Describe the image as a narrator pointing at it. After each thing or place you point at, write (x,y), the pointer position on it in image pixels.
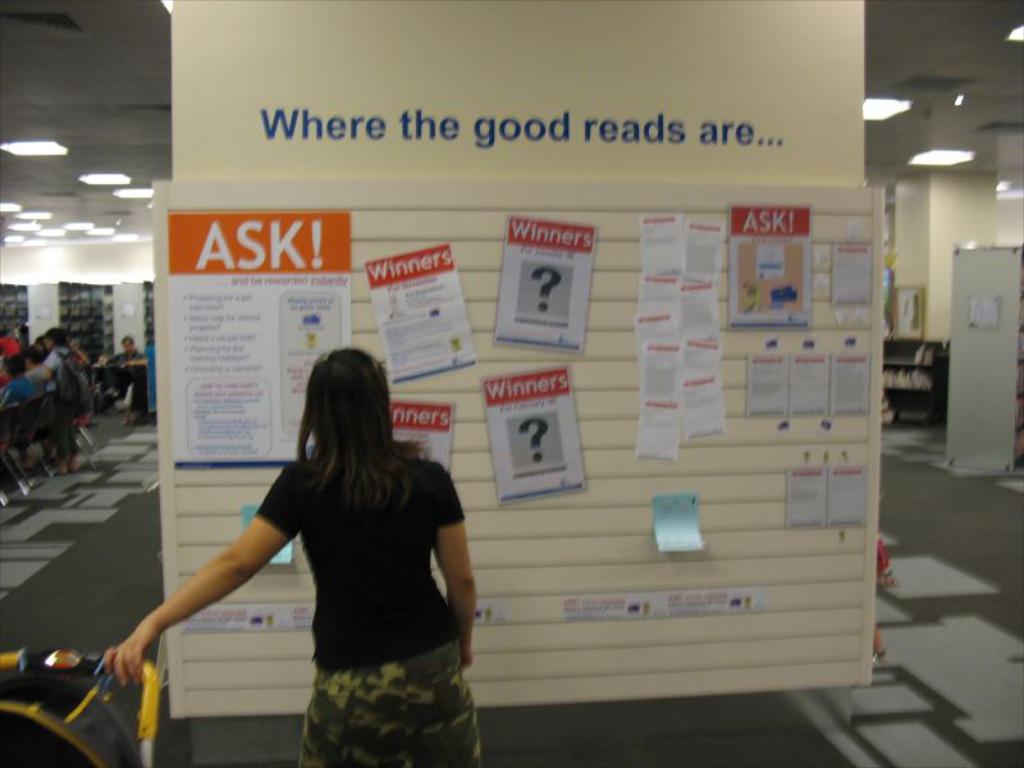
In the image I can see people (50,387) among them the person (430,519) in the front (394,596) is standing. I can also see a board (555,514) which has some papers (445,270) and other objects (515,261) attached to it. In the background (79,238) I can see lights (69,229) on the ceiling (60,219) and some other objects (73,288) on the floor (14,541).
